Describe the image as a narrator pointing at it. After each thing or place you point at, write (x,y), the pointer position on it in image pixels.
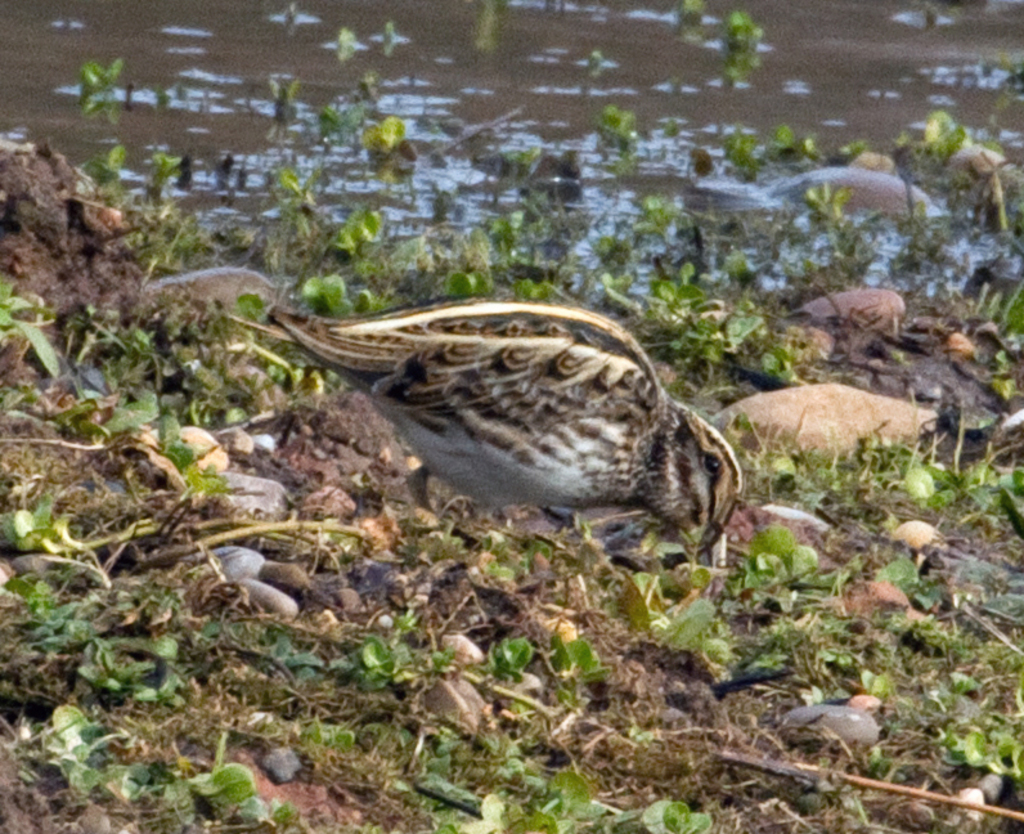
In this picture there is a bird (489,422) in the center of the image (460,379), on the grassland (789,578) and there are pebbles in the image, there is water (384,91) at the top side of the image (688,184).
